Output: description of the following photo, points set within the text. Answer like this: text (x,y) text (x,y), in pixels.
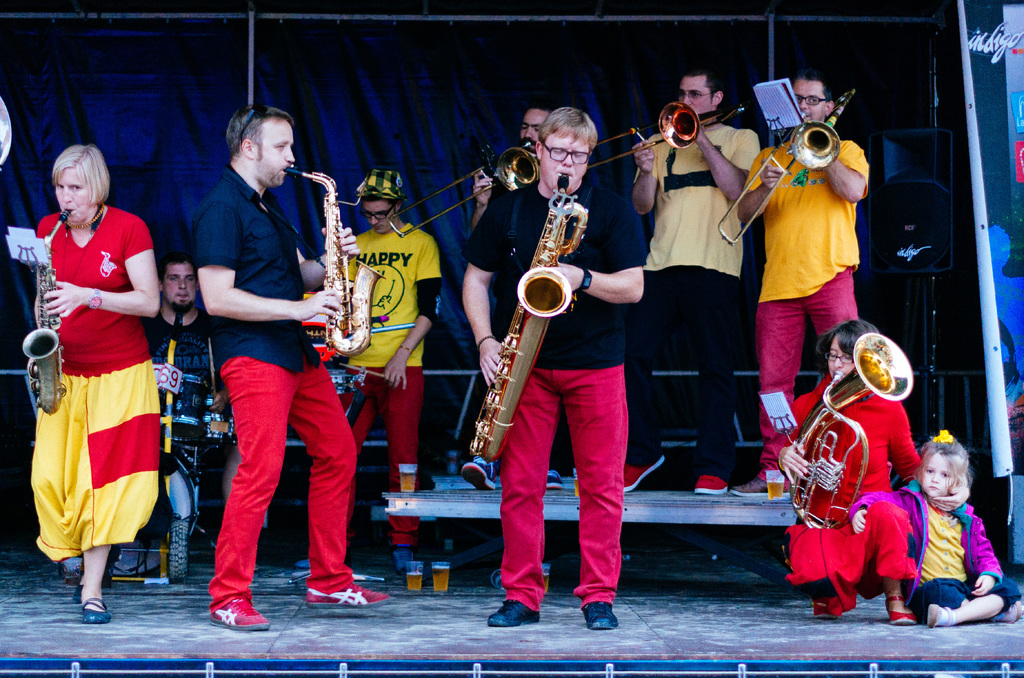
Here in this picture we can see a group of men (240,248) and women (99,241) playing saxophones (558,255) and trombones (671,110) present in their hands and some of them are holding musical notes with them and behind them we can see some people (371,342) are playing drums (202,395) and we can see a stage (452,509) present over there and on that we can see some glasses (776,480) of beer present and behind them we can see a curtain (443,367) present.
